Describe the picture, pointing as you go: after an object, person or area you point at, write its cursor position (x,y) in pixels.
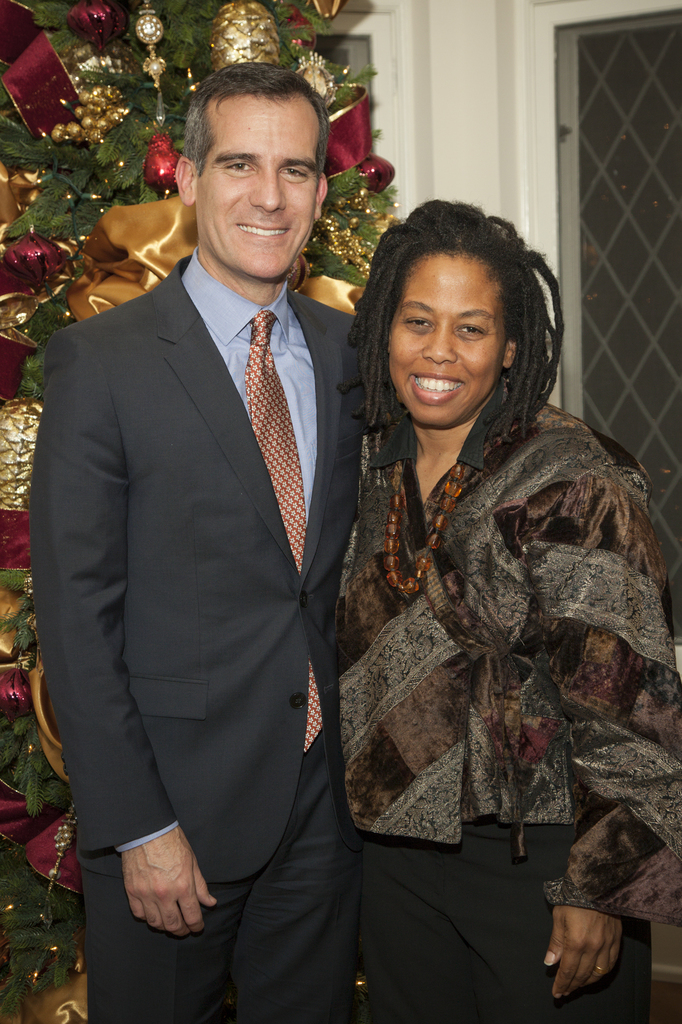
In this picture we can see a man (316,341) and woman (382,291), they both are smiling, behind them we can see a tree (150,201) and decoration things (155,176).
